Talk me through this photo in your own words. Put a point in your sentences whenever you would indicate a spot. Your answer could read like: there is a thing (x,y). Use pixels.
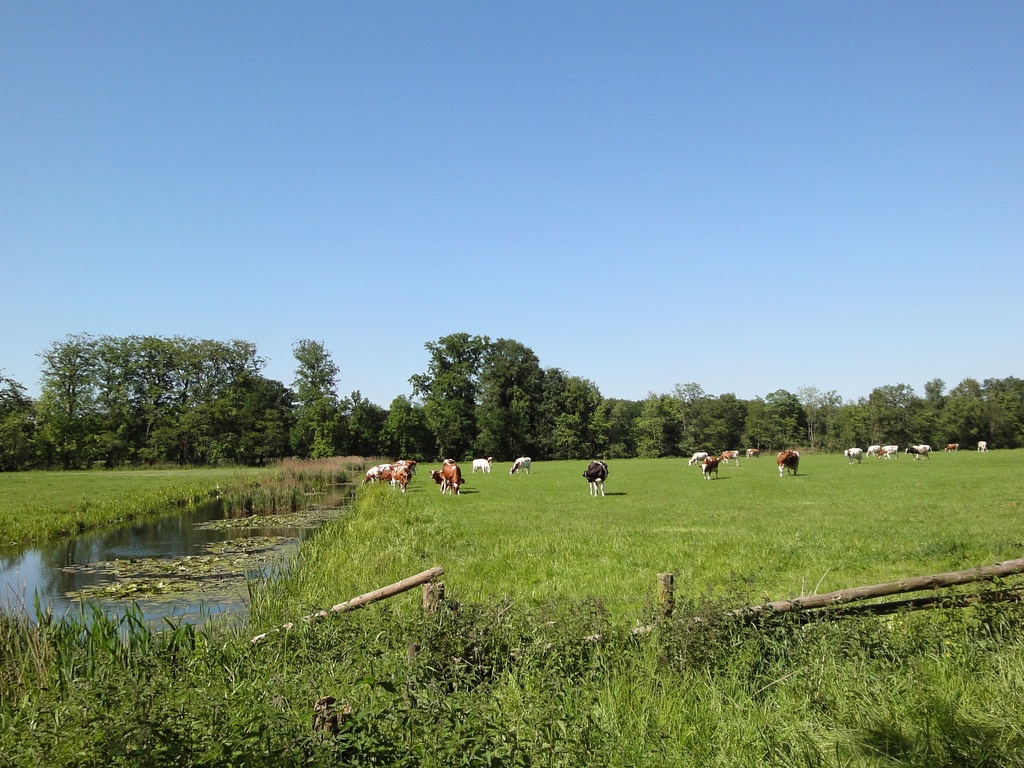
At the bottom of the picture (605,711), we see the grass (517,679). Beside that, we see the long wooden sticks (872,586). On the left side (77,554), we see water (67,573) and this water (156,524) might be in the pond (176,518). In the middle of the picture (389,466), we see the cows (590,468) are grazing in the field (679,473). There are trees (459,416) in the background (468,405). At the top (420,132), we see the sky (454,99), which is blue in color.
